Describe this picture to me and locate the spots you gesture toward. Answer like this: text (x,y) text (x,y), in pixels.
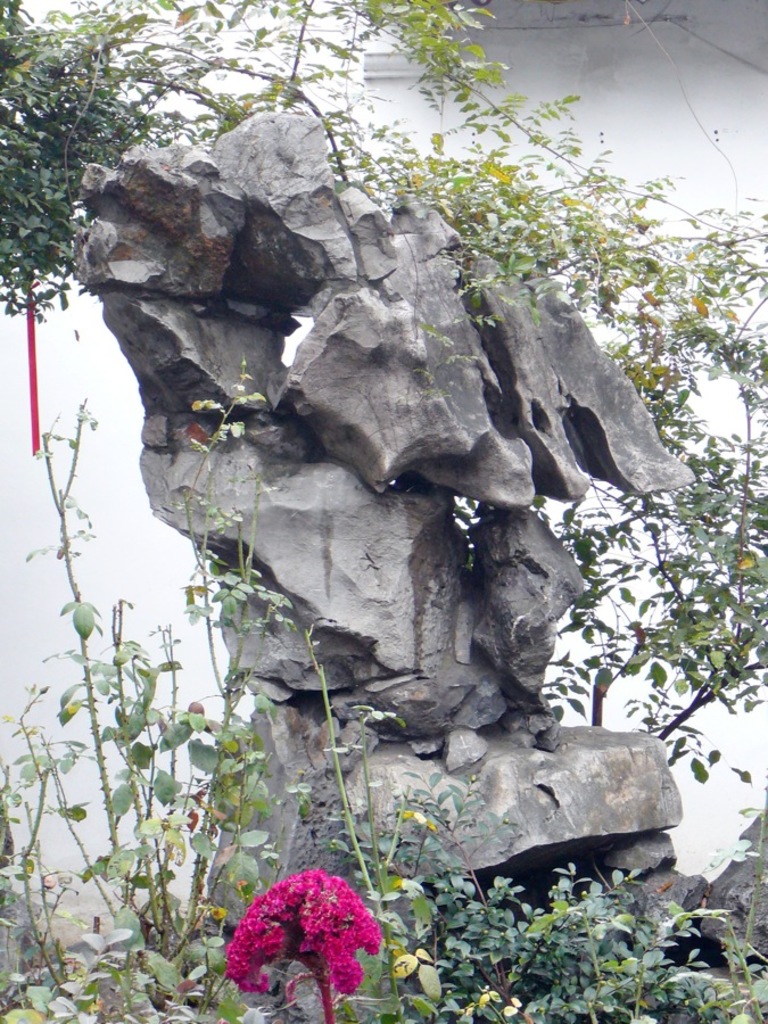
In this picture in the front (285,929) there is a flower (294,929) and there are plants (453,907). In the center (381,446) there is a rock (404,593) and there are leaves (498,247). In the background (611,95) there is a wall (583,98) which is white in colour.
